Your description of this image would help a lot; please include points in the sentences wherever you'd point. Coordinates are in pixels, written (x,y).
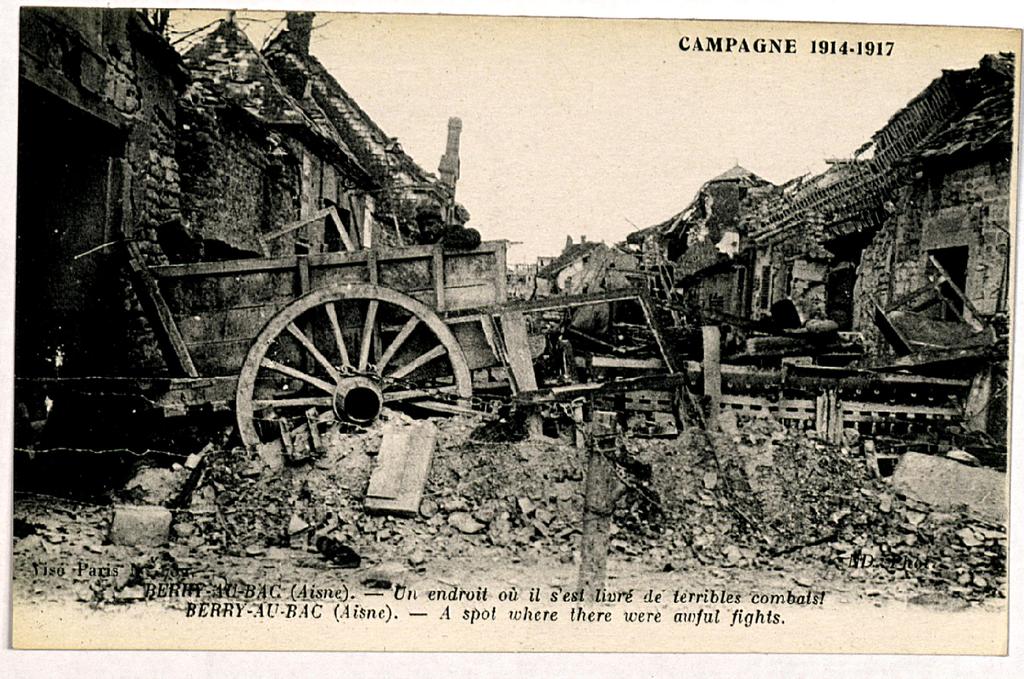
This is a black and white picture. Here we can see houses (705,271) and a wheel (383,392) and there is text (171,570) written on it.
